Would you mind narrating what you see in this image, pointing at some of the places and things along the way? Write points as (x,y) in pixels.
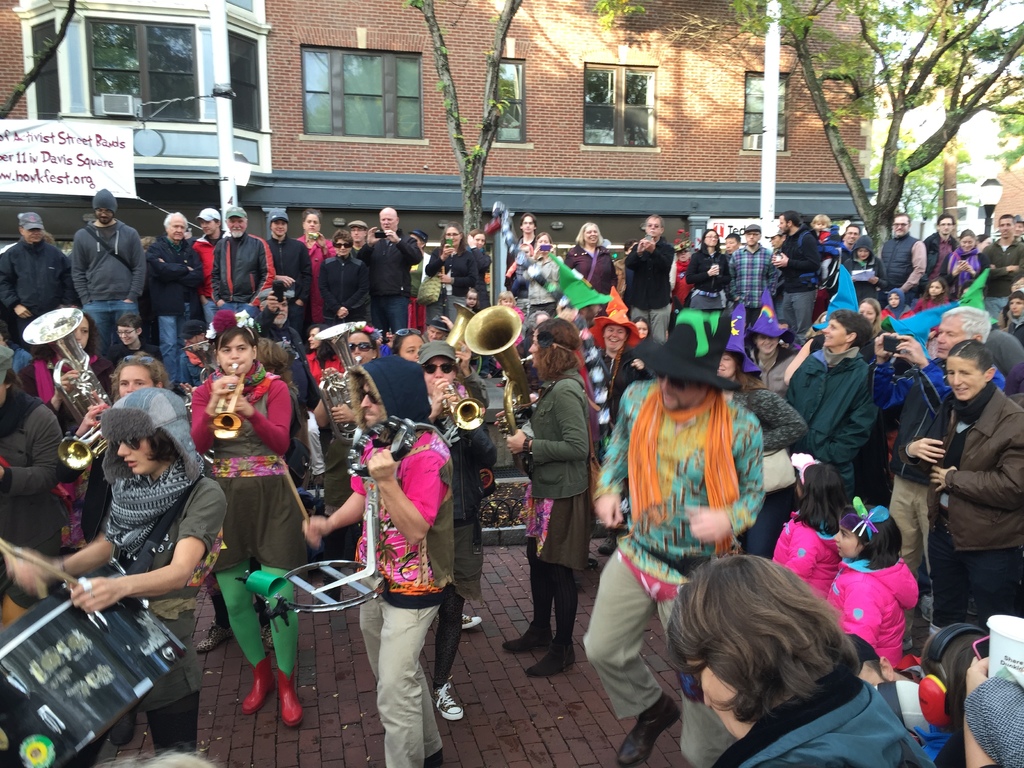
In this image we can see people (582,235) standing and watching the other few people (399,539) who are playing the musical instruments (328,333). In the background (262,137) we can see the buildings (688,133) and also trees (833,124) and poles (775,64).
